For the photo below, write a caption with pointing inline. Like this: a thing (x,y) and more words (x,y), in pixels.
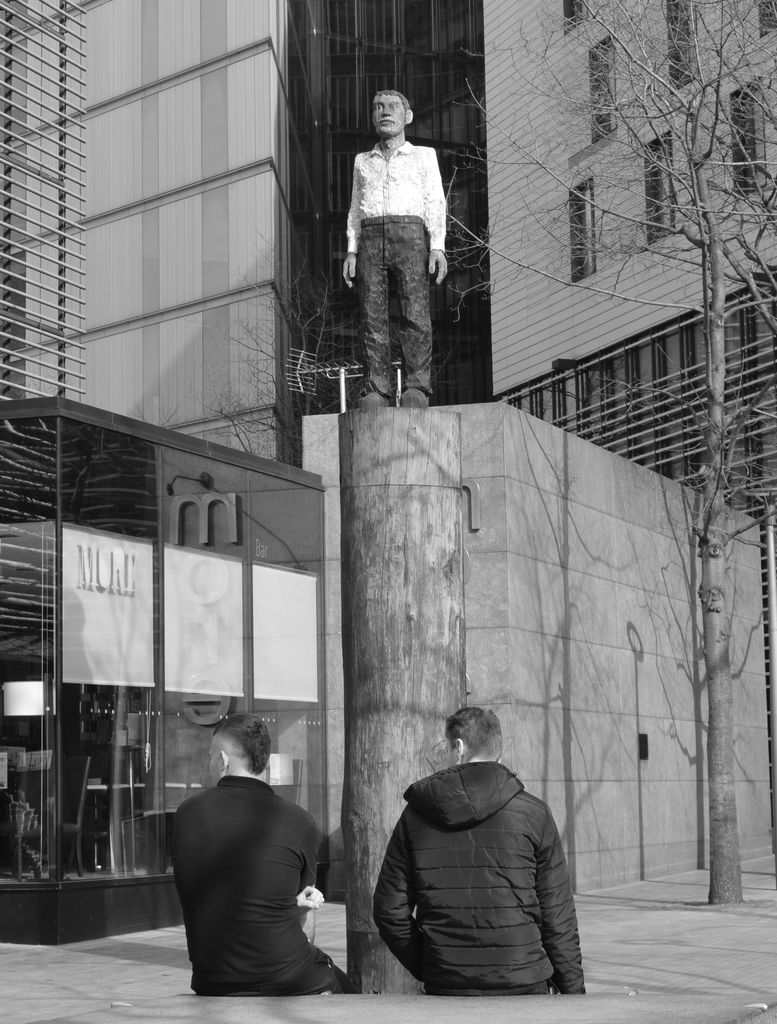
In this image, we can see two people (529,910). Here there is a pole (403,513) with statue (348,242). Background (470,421) we can see few buildings (275,296), walls (556,642), glass (33,702), trees (702,532). At the bottom (612,902), there is a walkway (611,913).
